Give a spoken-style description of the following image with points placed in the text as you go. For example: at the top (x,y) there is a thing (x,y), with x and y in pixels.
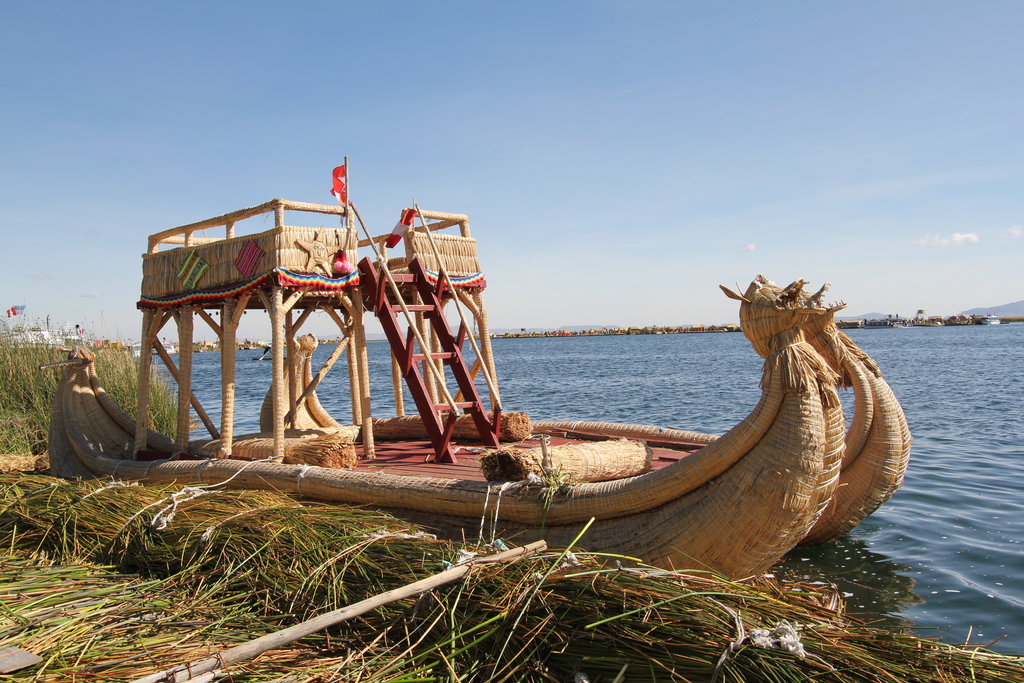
In this image we can see a boat (371,479), grass (508,643). In the background of the image (569,348) there is water (620,353) and sky (600,162).
